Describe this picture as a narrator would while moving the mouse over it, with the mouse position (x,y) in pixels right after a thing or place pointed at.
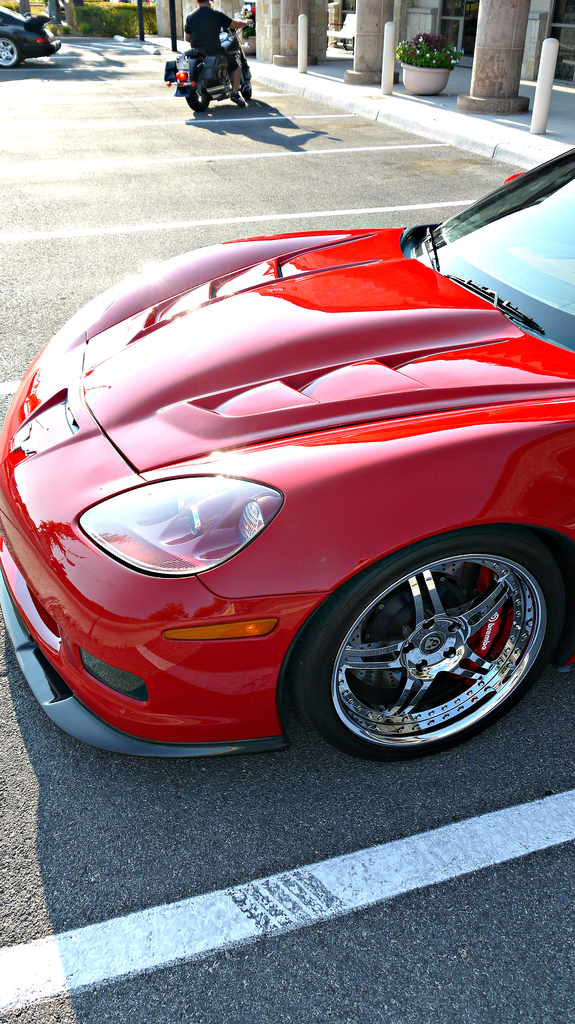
In this image I see red colored car (212,261) which is on the road (38,155) and In the background (488,66) I see pillars (490,58), a plant (456,58) over here and a bike (243,98) on which there is a man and I see another car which is black in color, which is also on the road (70,51).
